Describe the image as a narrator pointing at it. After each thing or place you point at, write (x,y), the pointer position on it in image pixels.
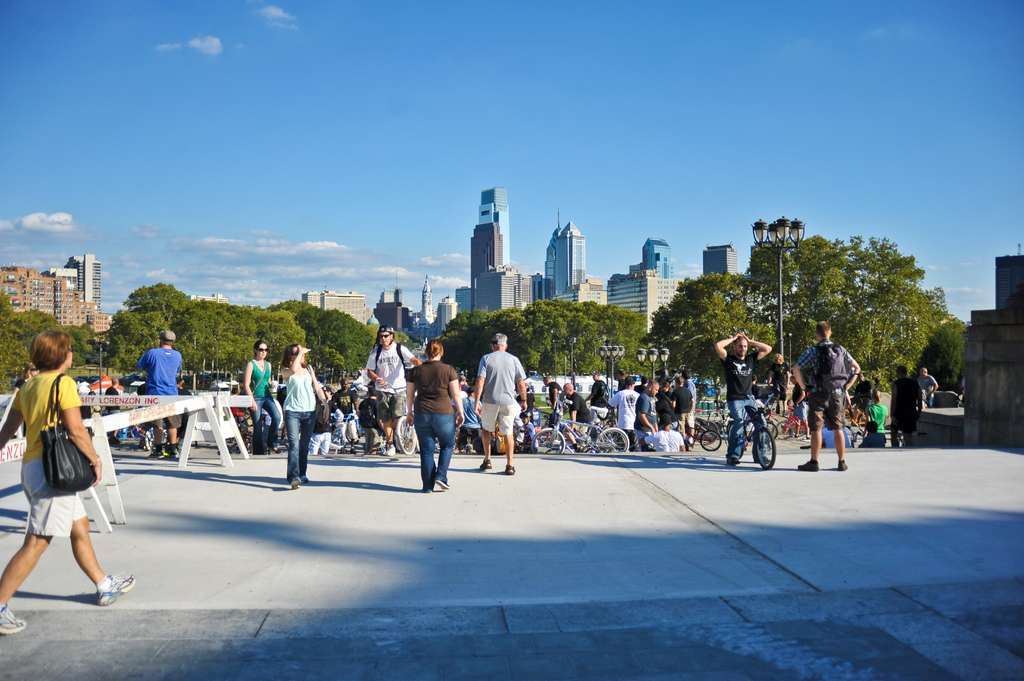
In the middle of the image (374,351) few people (54,356) are standing, walking and holding some bicycles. Behind them there are some poles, trees (17,317) and buildings (89,317). At the top of the image (961,157) there are some clouds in the sky (124,80).
